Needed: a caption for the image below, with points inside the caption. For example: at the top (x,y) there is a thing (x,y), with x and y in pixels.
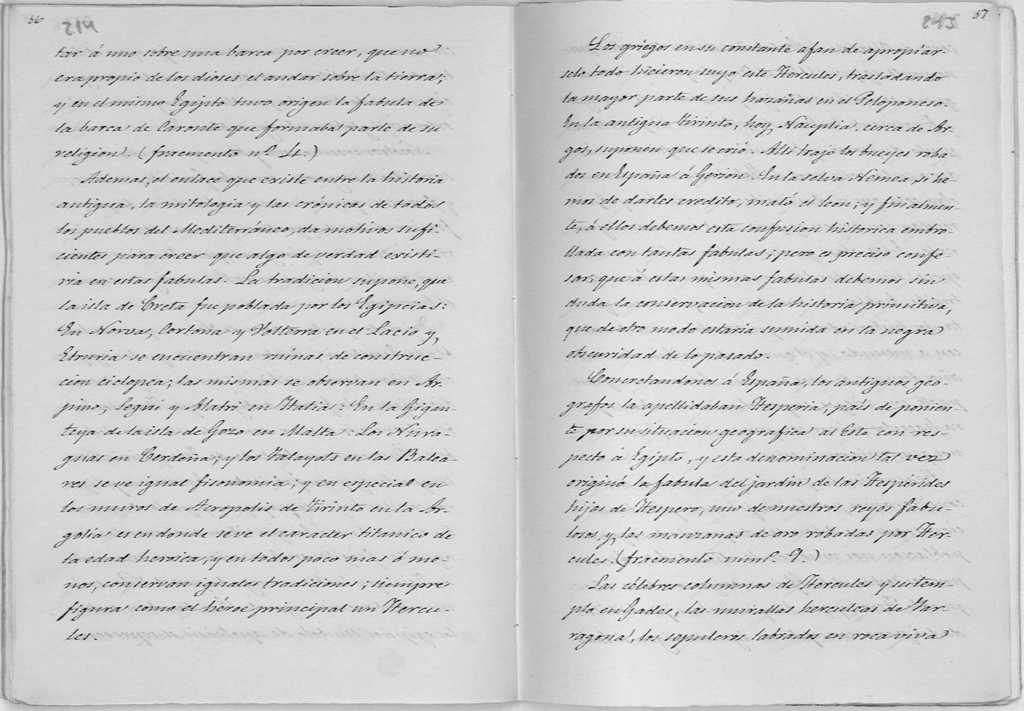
In the image there is an open book (166,543). And there is something written on the papers (665,510).
